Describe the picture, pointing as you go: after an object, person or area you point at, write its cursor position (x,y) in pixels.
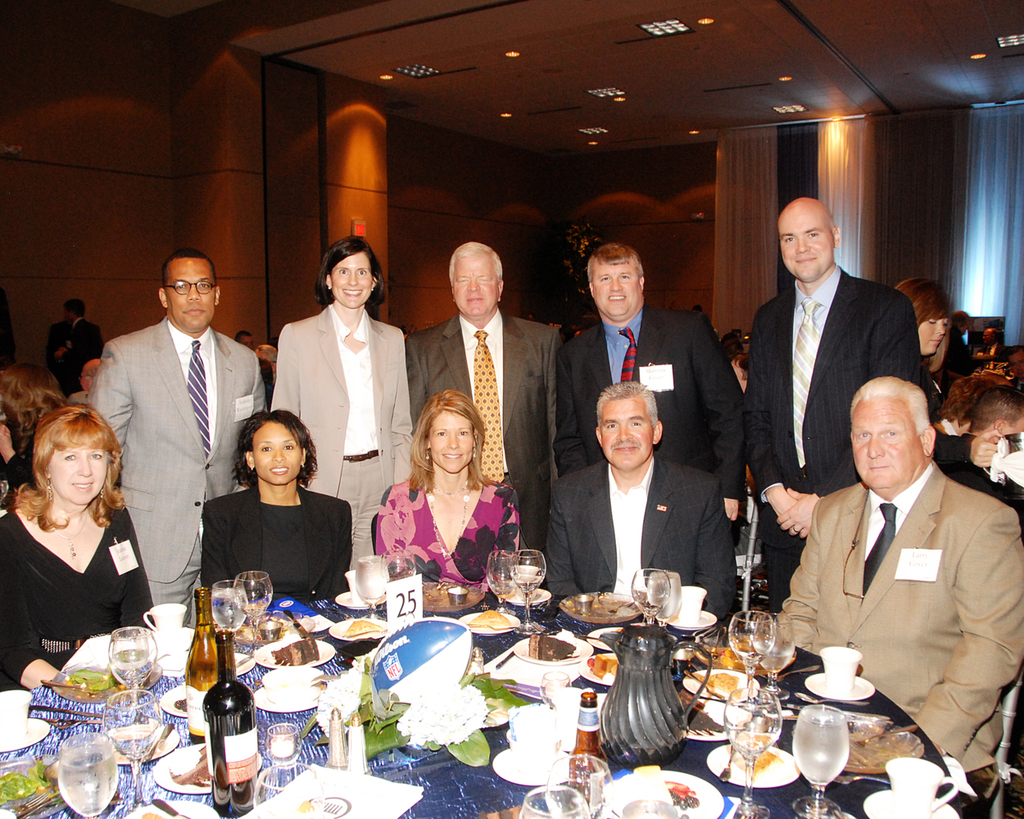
These five people (897,591) sitting on chairs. Another five people (325,335) are standing backside of these people (656,551). On this table (184,721) there are bottles (242,710), glasses (240,594), cups (350,581) and things (439,677). Background (974,200) there are curtains (923,181) and people (965,333). Lights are attached to the ceiling (836,84).
